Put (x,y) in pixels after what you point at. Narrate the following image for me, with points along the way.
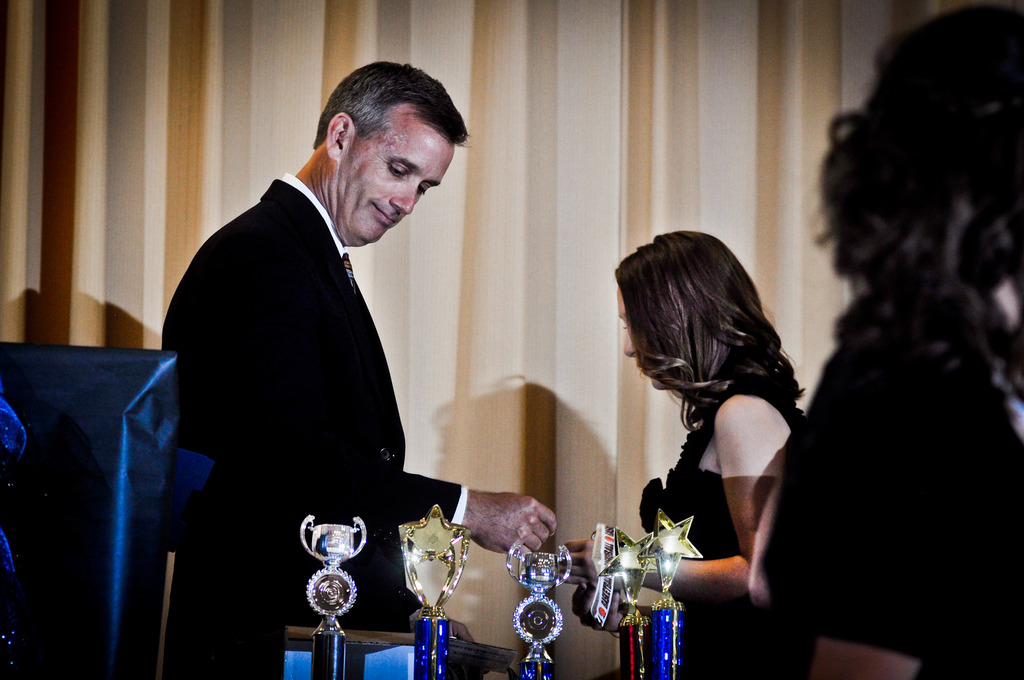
In the center of the image (343,394) we can see a man (350,422) and a lady (694,515) standing. At the bottom (339,597) there are awards (426,657). On the right (916,604) there is a person (959,476). In the background (550,145) we can see a curtain (509,164).
